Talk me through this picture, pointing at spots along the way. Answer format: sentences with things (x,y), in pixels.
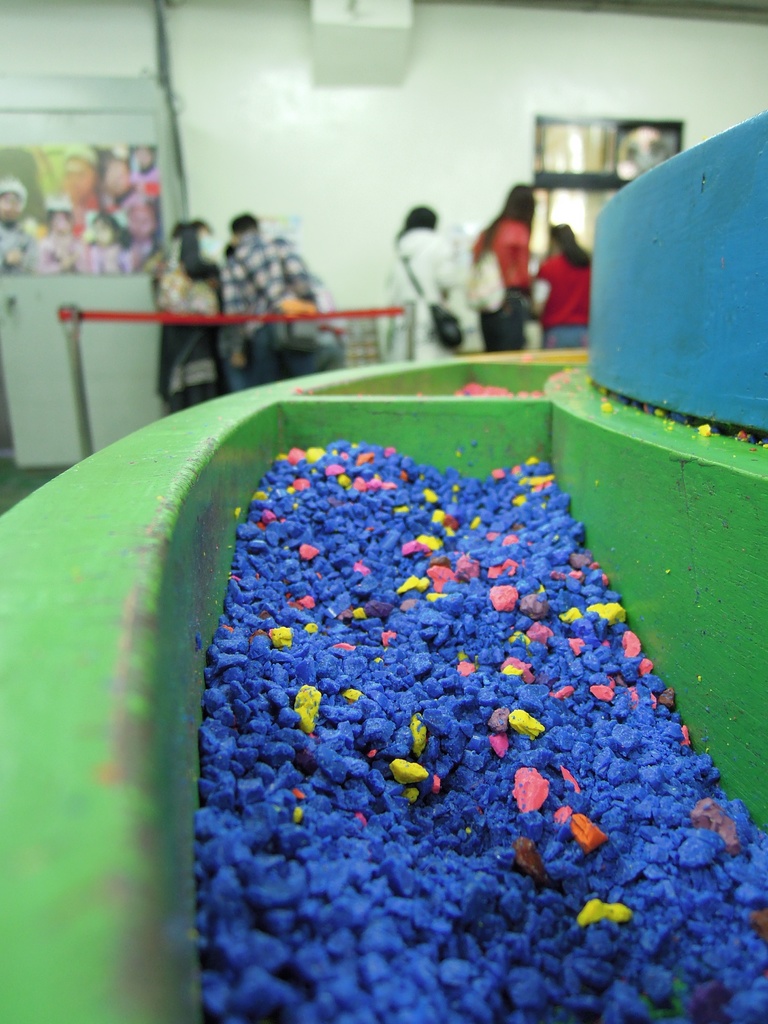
In front of the picture, we see the small stones (464,833) in blue, pink and yellow color. Beside that, we see green and blue wall (655,465). Behind that, we see people (280,251) are standing. Beside that, we see a barrier stand (83,424). In the background (385,187), we see a window (571,197) and a white wall (272,160) on which photo frame (131,226) is placed.
